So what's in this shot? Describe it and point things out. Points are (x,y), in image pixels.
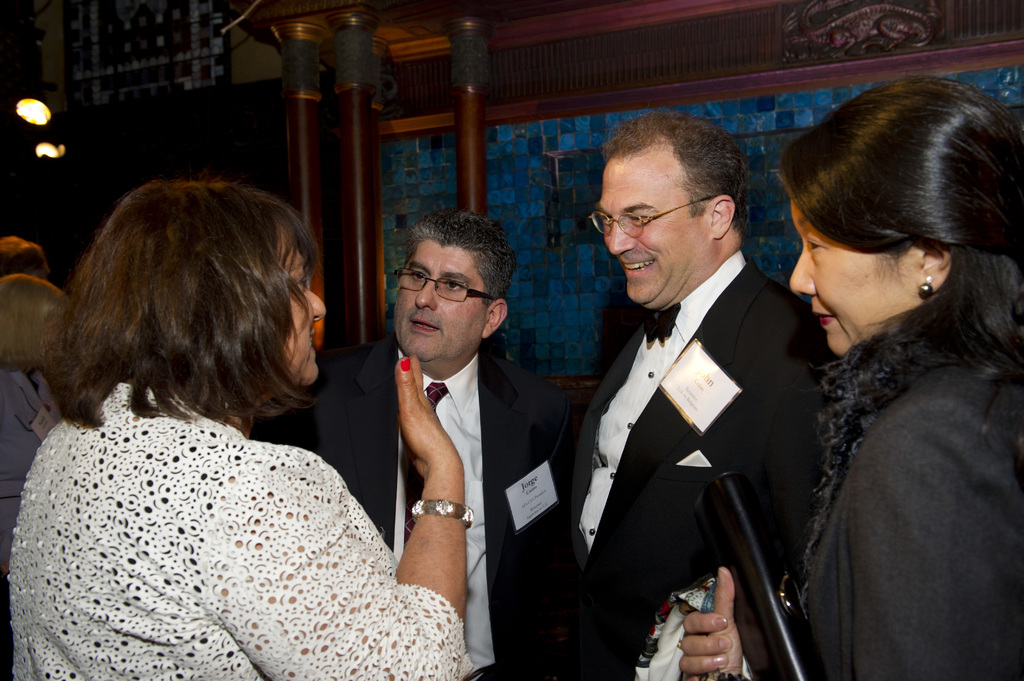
In this image we can see two men (619,228) wearing blazers (774,302) and two women (183,548) are standing here. In the background (660,68), we can see a few more people (13,269), the wall (499,142), pillars (348,87) and the lights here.
